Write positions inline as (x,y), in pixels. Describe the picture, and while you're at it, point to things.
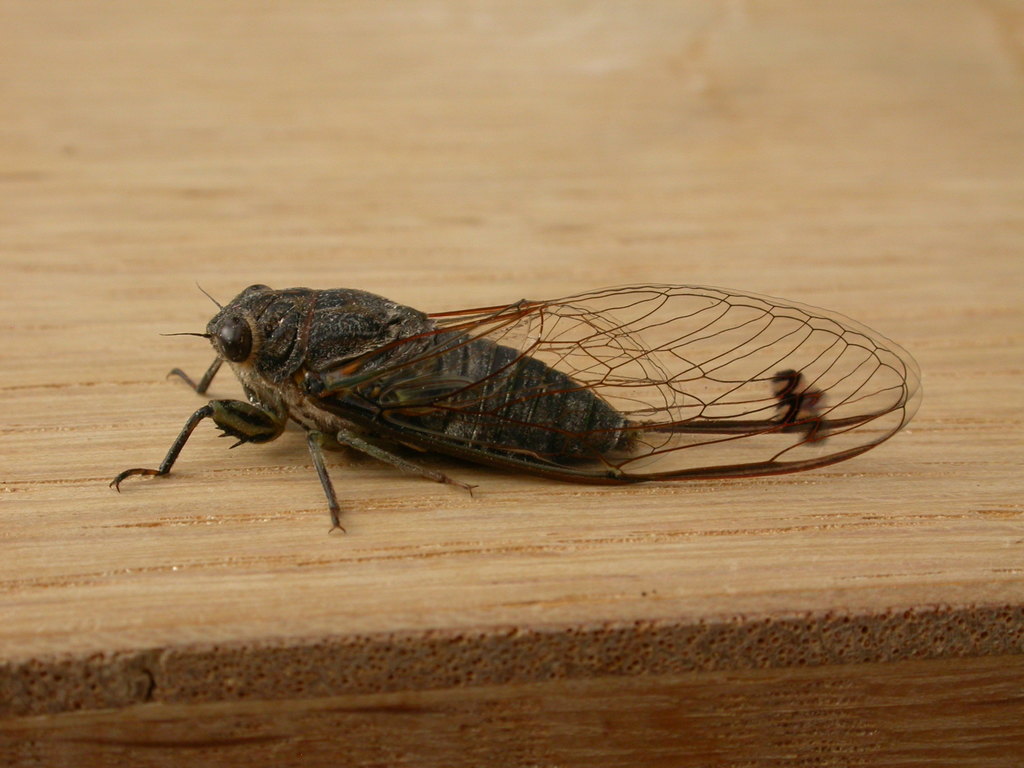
In this image there is an insect (626,455) on the wooden board (199,651).
